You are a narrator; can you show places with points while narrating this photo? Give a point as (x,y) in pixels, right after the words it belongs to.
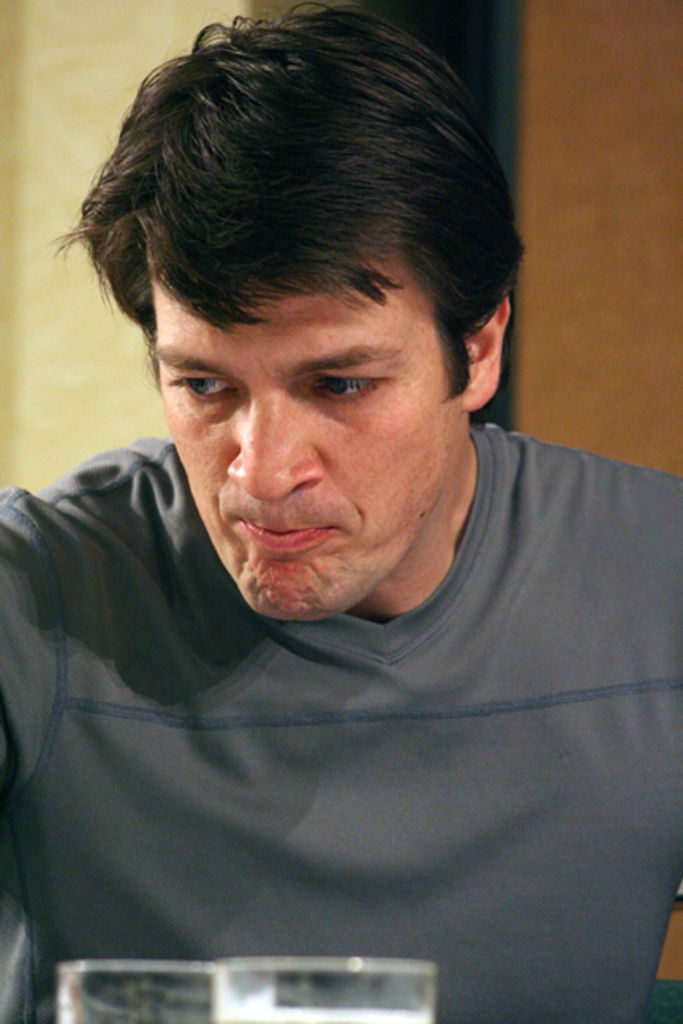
In this picture there is a man (544,777) who is wearing t-shirt (438,761). In front of him I can see the water glasses (226,989). Behind him I can see the wall (592,291).
